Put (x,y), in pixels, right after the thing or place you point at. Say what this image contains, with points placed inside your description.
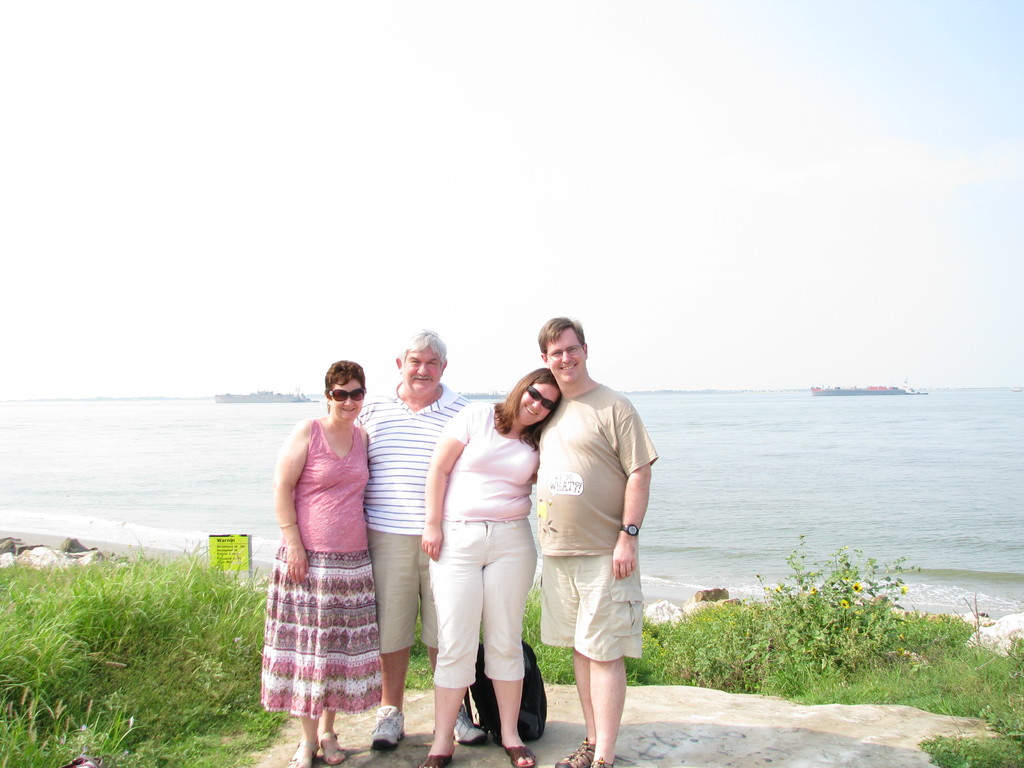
In the image there are four people (409,499) standing in the front (473,589) and posing for the photo and they are standing on a rock surface (276,745) around that there are many plants (798,627) and grass (172,603) and in the background (138,466) there is a river (876,484).
